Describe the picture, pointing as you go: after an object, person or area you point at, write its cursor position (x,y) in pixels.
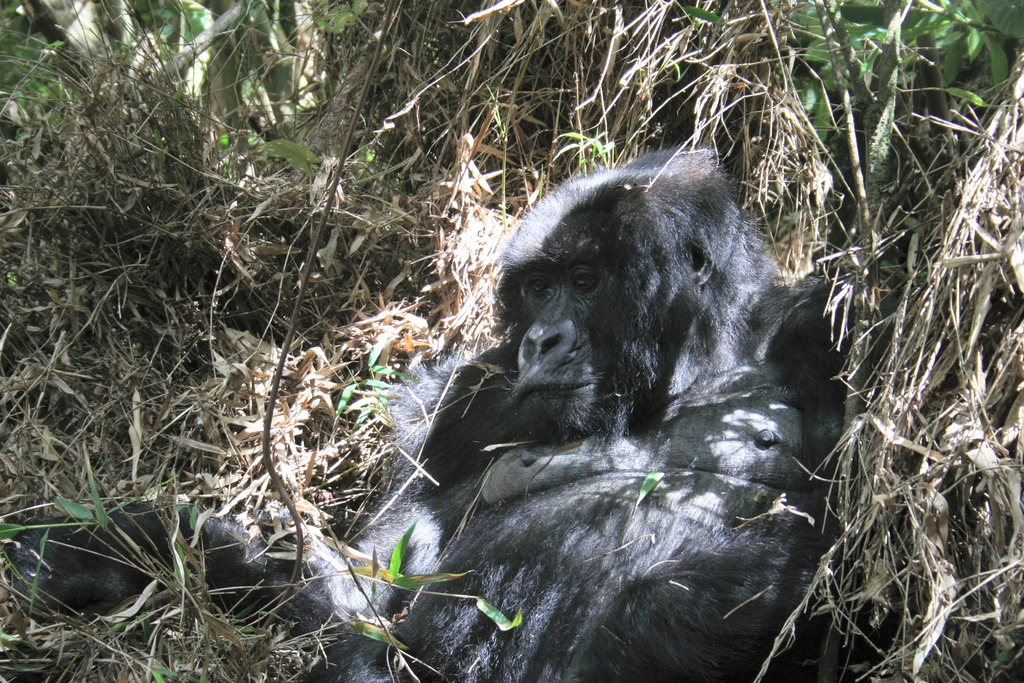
In the picture I can see a gorilla (488,595) lying on the dry grass (921,384). Here we can see plants (347,103).
